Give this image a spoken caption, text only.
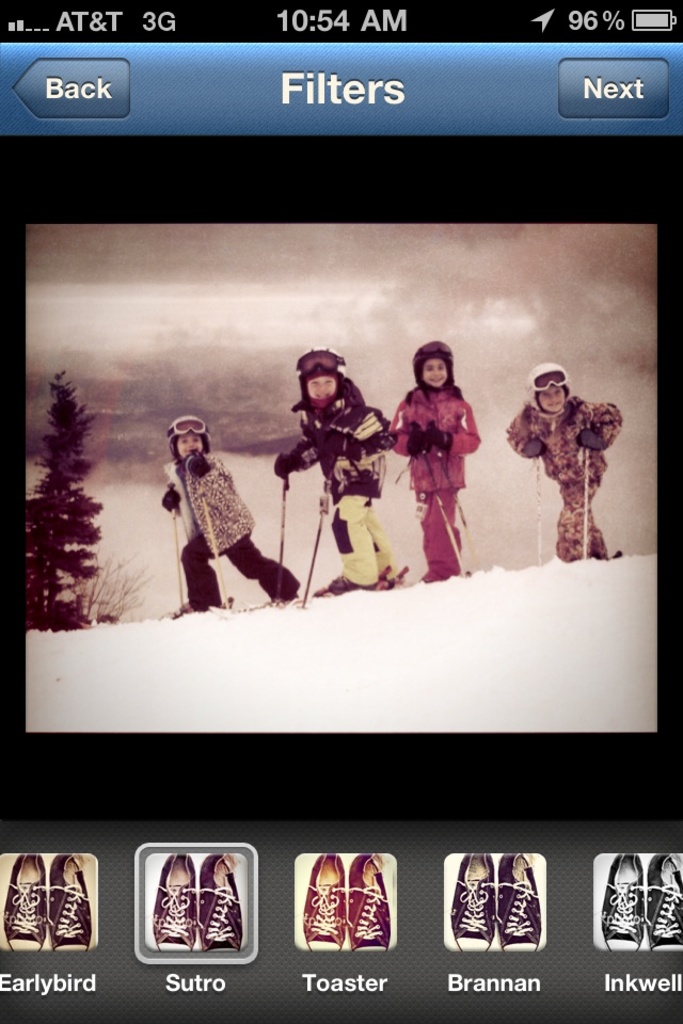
It is the screenshot taken in a mobile phone of some picture that is being edited with some filters.
